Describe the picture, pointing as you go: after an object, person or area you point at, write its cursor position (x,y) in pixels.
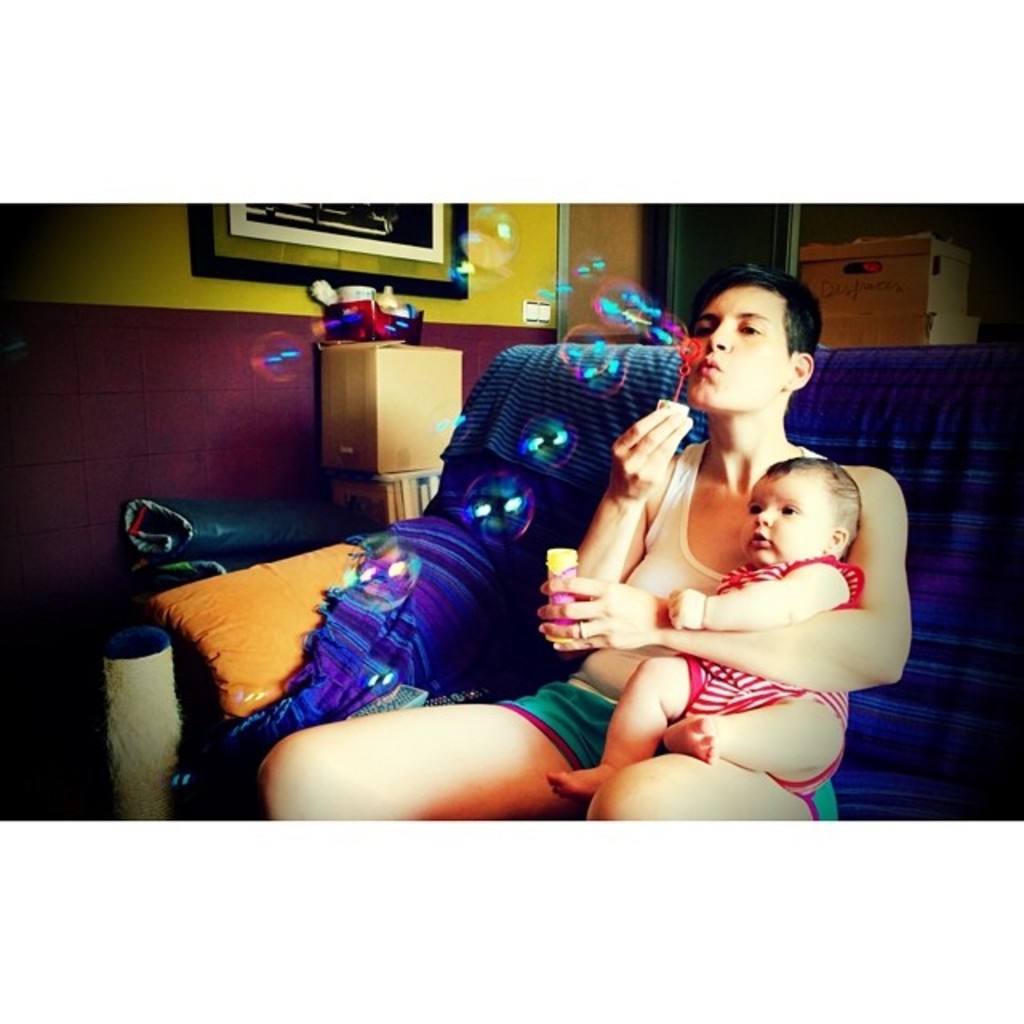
There is a woman (756,264) sitting in the sofa (365,681). She is blowing soap bubbles (622,367). She is holding a baby (704,683) in her arms (876,657). At the background of the image (839,325) there are some boxes (940,272). At the left side of the image (29,287) there is a wall (91,414).
